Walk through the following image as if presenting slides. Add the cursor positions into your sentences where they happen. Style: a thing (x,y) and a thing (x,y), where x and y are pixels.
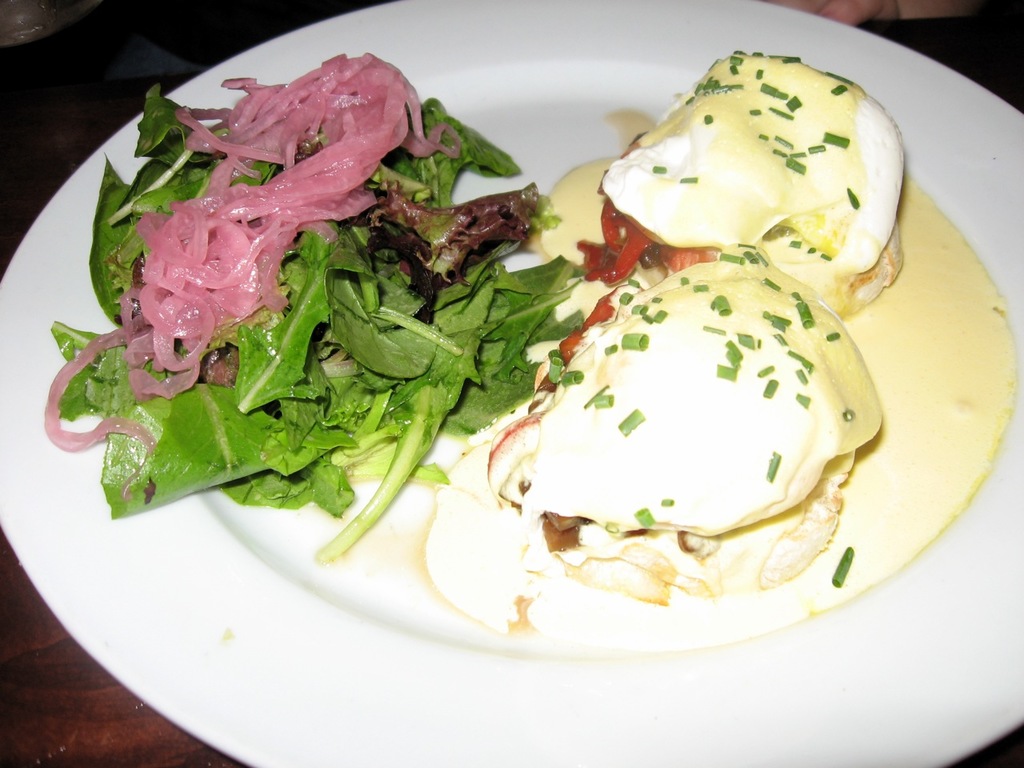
In this image we can see some food (452,485) containing spinach leaves (369,454), cream (530,560) and the sauce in a plate (75,308) placed on the table (17,628).
